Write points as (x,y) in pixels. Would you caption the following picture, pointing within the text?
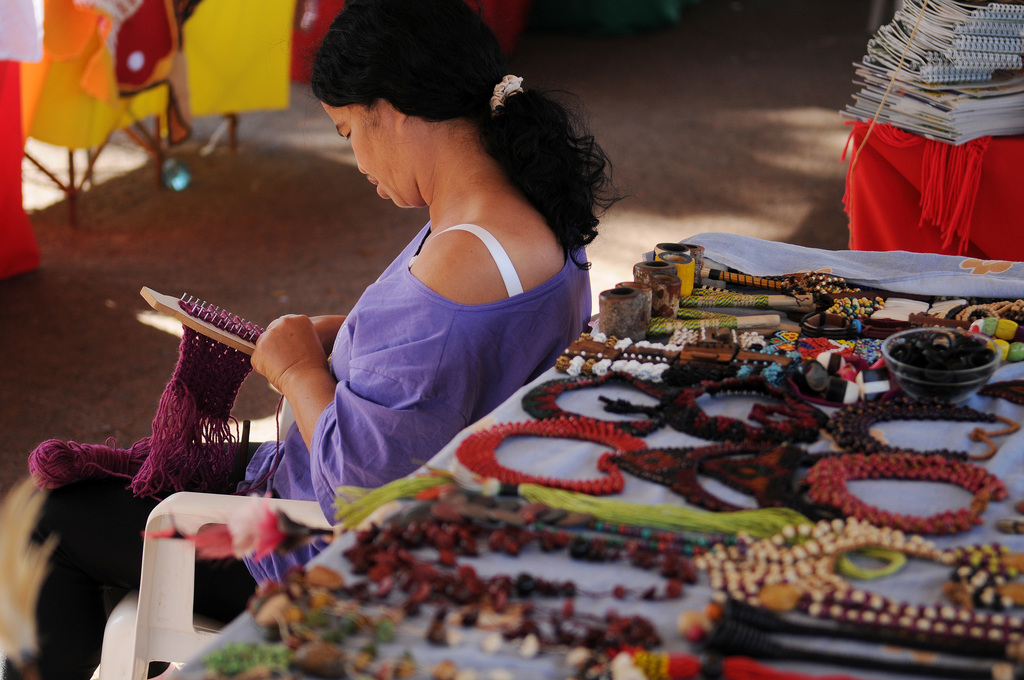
In this image we can see a woman (456,181) sitting on the chair (308,502). In the foreground (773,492) we can see the handmade chains (751,390) and some other objects (724,315) placed on the table (1019,497). We can also see some books (935,68). Ground (341,196) is also visible.
